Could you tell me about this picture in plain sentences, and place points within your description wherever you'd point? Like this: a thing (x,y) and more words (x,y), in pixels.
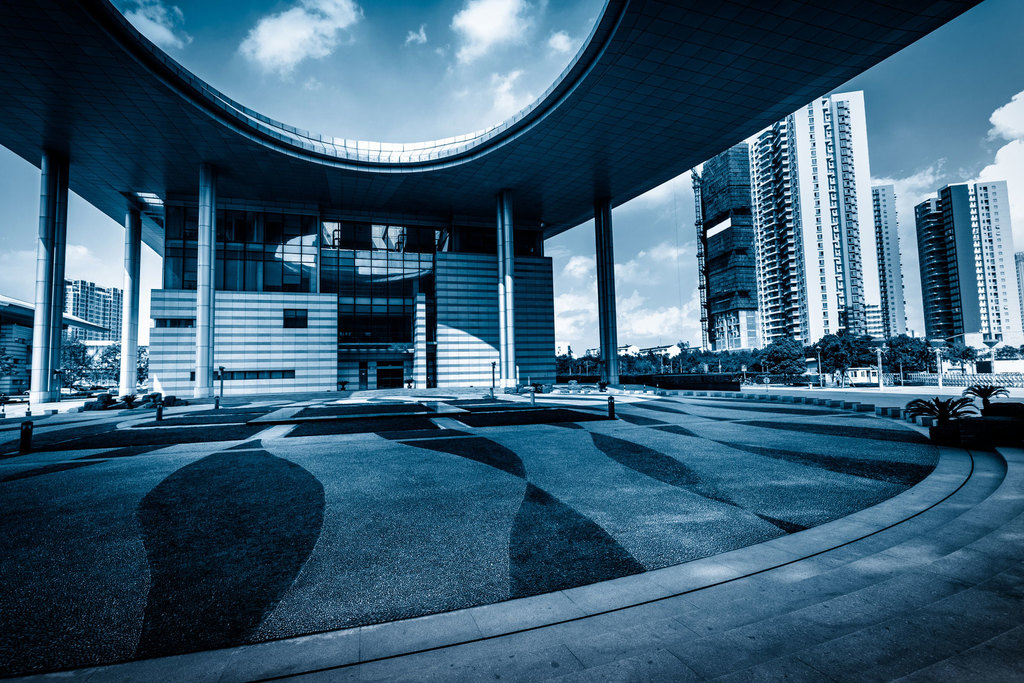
In this image I can see buildings (430,293), trees (867,352), poles (879,366), plants (960,409), pillars (612,317), cloudy sky (338,46) and objects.
